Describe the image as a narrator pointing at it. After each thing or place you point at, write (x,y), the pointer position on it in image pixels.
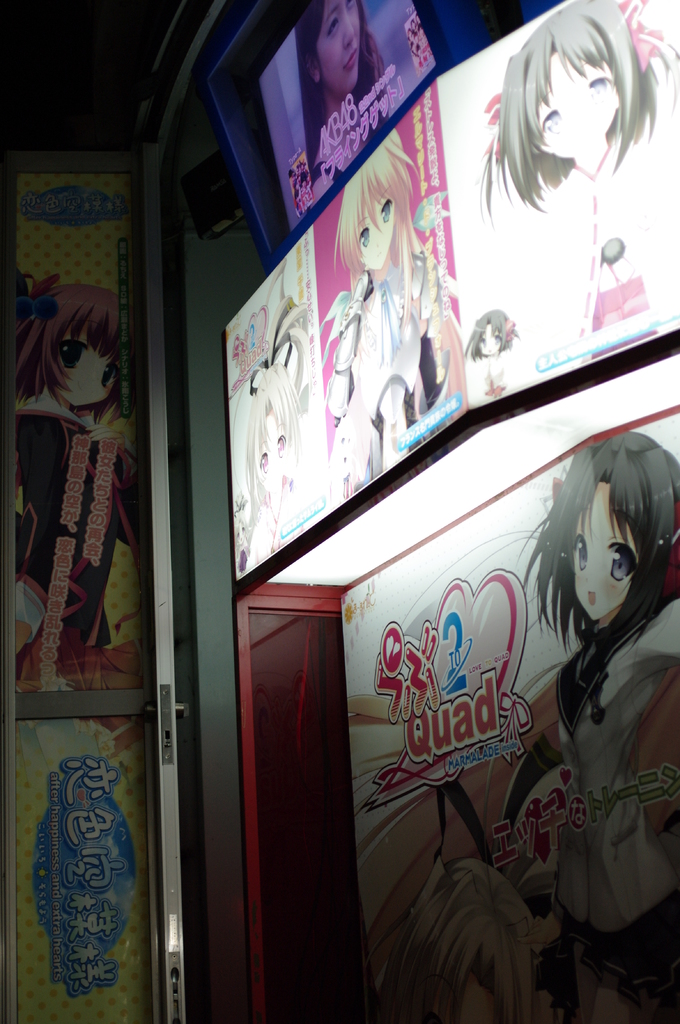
In this image we can see advertising boards (383,421). On advertising boards (269,367), we can see an animation (331,380) of persons (607,276) and some text (348,122) on it in the image.
